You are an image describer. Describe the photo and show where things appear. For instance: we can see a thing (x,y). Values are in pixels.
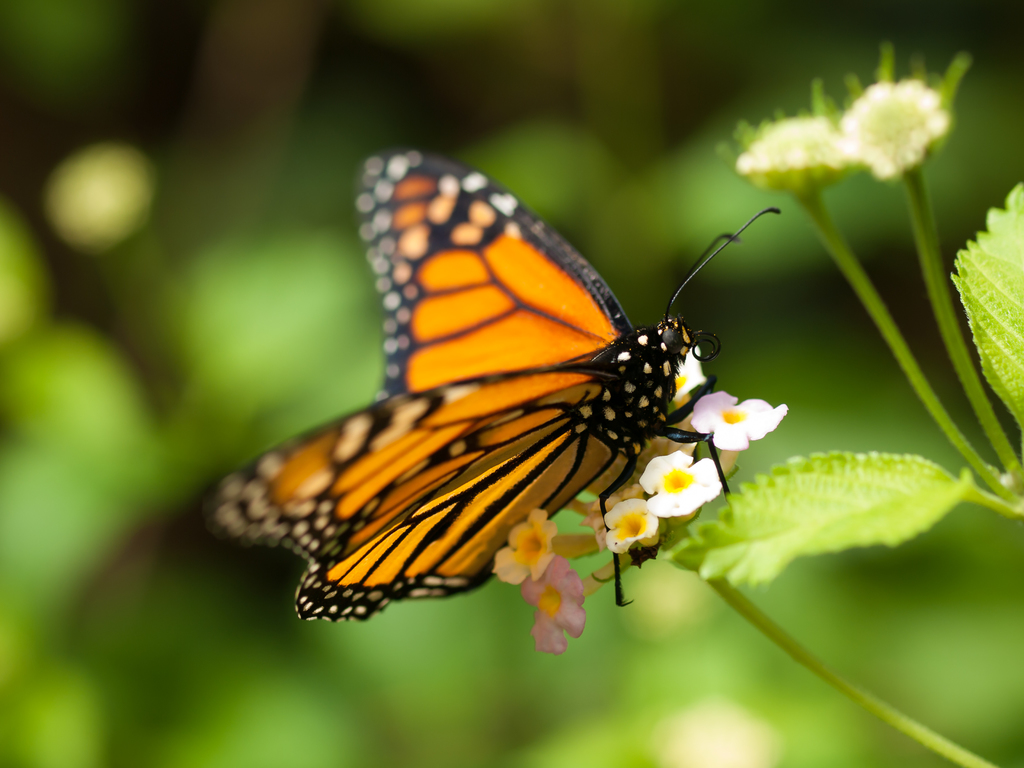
In this image we can see one butterfly (665,359) on the flowers (529,590), some flowers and buds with stems (749,603) and leaves (859,501). There is a green blurred background (23,22).
